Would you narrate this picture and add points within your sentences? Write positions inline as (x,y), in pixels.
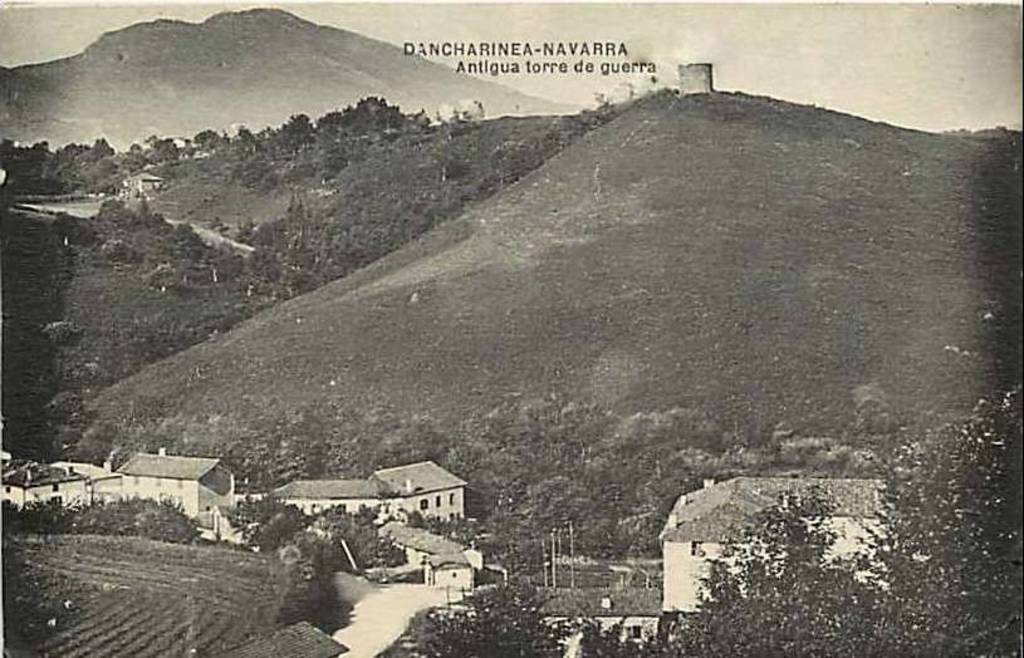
This is a black and white image. In this image there are hills (252,172) with trees (890,578). At the bottom (192,509) there are many buildings (392,484). At the top (587,48) something is written. Also there is sky (812,6).
